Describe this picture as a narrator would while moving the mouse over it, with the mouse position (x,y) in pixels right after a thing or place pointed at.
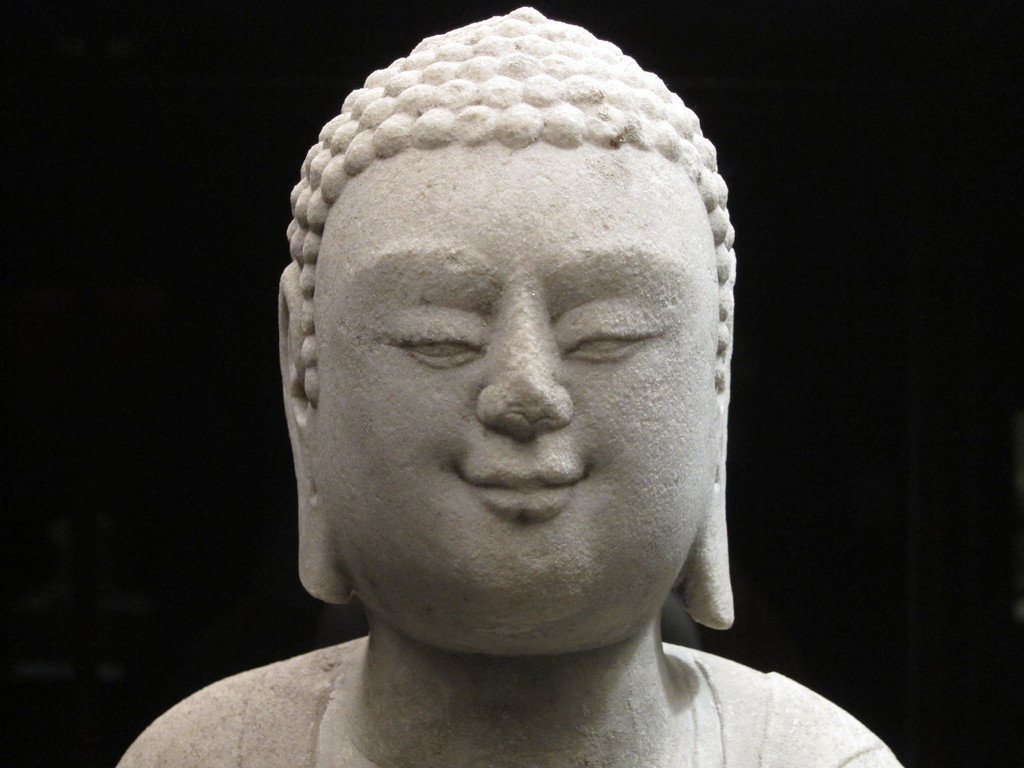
This image consists of an idol (543,587) and dark color background (251,9). This image is taken may be in a hall (776,581).
